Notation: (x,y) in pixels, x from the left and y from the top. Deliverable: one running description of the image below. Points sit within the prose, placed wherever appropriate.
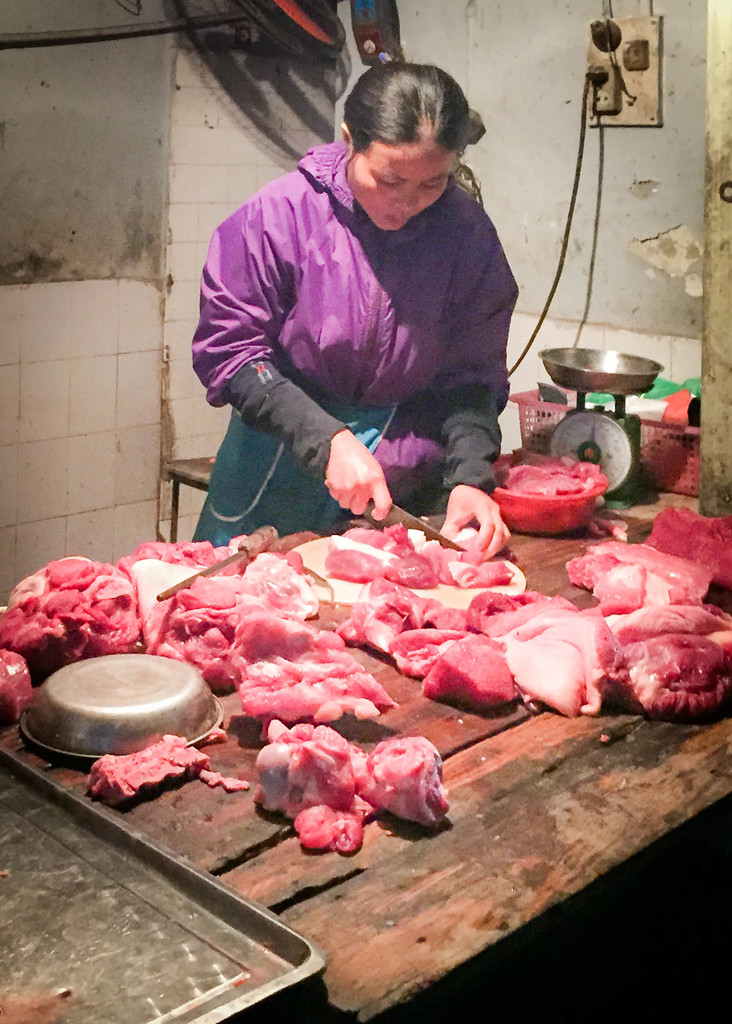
In this image there is a lady (321,529) chopping meat (459,583) on the table (445,732), beside her there is weighing machine (615,420). In the background (652,167) there is a socket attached to the wall (588,146).
